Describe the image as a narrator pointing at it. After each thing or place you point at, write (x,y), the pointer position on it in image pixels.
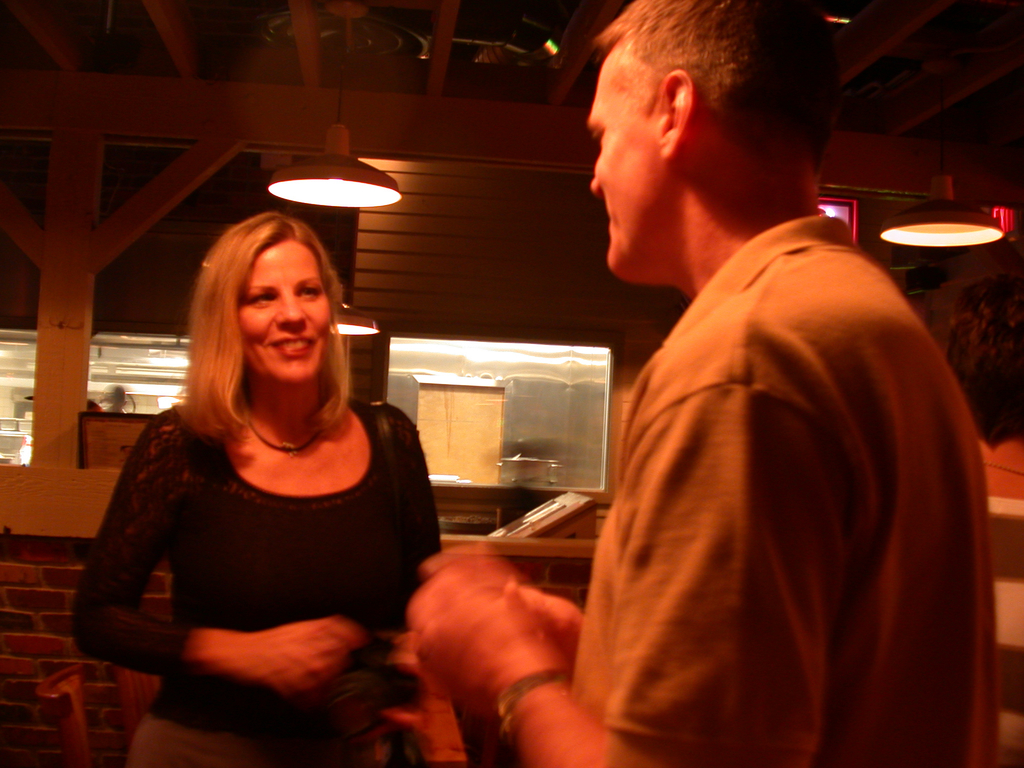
This picture is taken inside the room (447,411). In this image, we can see two people (280,438) man (842,435) and woman (344,471). In the background (388,392), we can see a glass window (499,410). At the top (577,73), we can see a roof (291,32) with few lights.
